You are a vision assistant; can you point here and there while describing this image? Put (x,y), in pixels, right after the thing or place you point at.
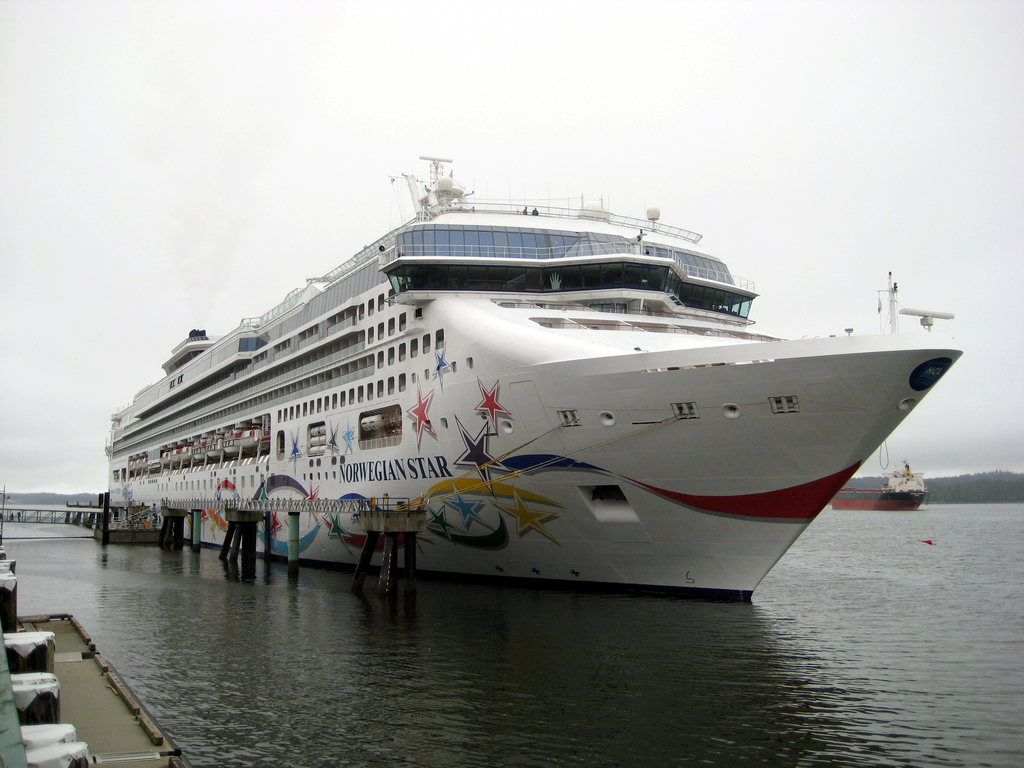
In this image we can see there is a ship (640,383) on the river (926,556), beside this ship (790,461), there is another ship (900,481) on the river (921,508). In the background (903,427) there are mountains (1005,479) and sky (946,200).
